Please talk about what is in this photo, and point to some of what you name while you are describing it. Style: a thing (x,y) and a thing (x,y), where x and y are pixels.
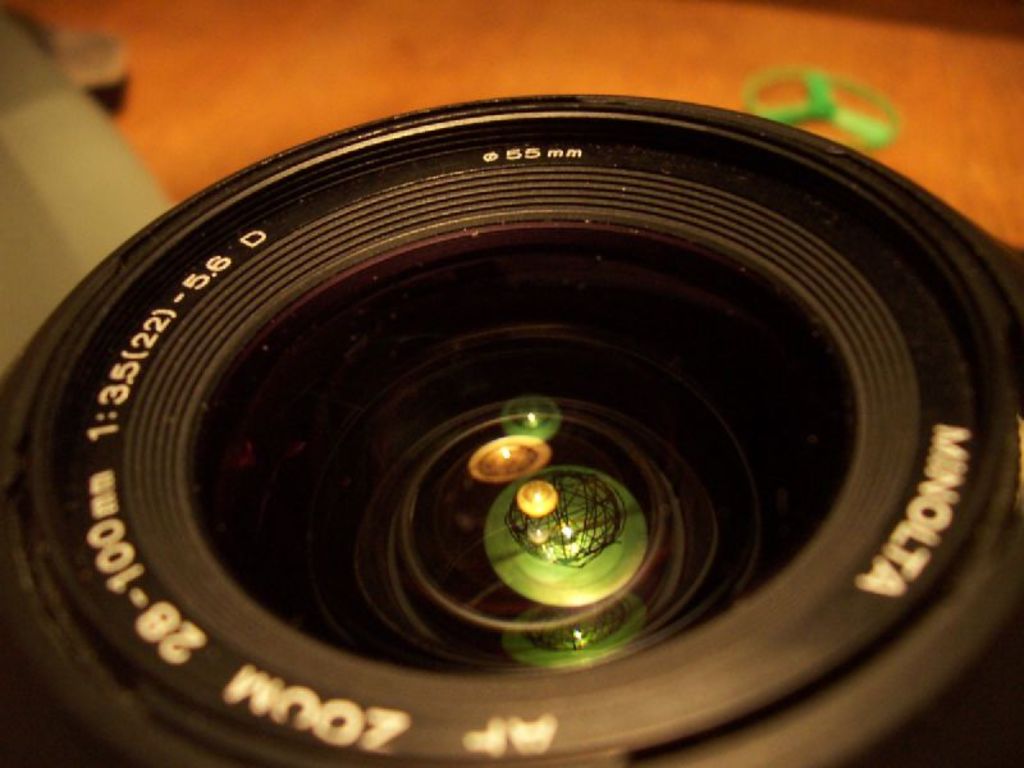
In this image we can see the lens (351,615). On the lens (233,480) we can see the text (277,710). At the top (602,59) we can see an object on a surface (315,60).
